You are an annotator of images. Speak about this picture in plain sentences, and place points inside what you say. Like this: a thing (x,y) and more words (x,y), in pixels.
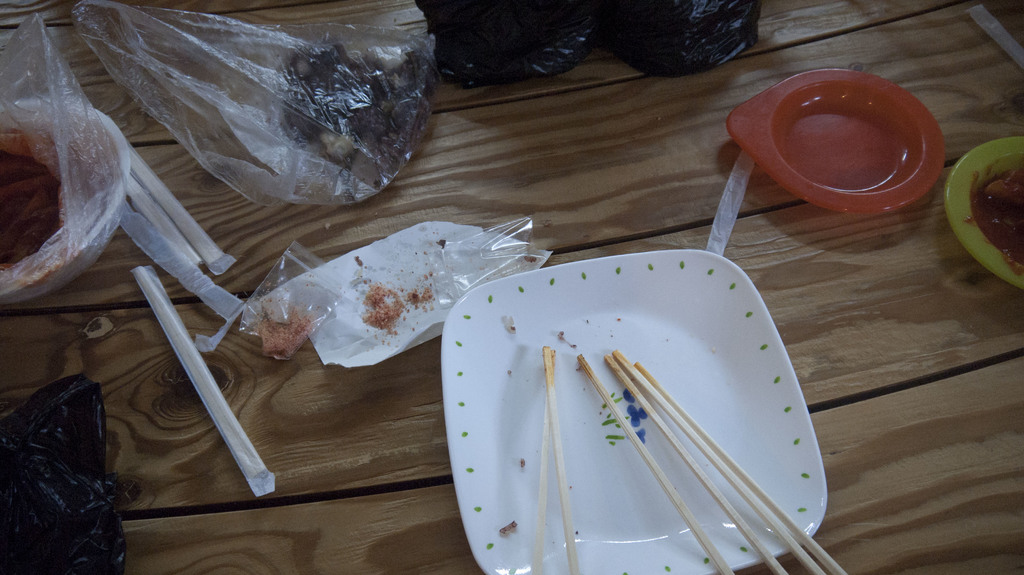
In the picture we can see a table (630,155), on the table (601,169) we can see some plates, sticks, packets (272,127) and some red sauce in the bowl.
